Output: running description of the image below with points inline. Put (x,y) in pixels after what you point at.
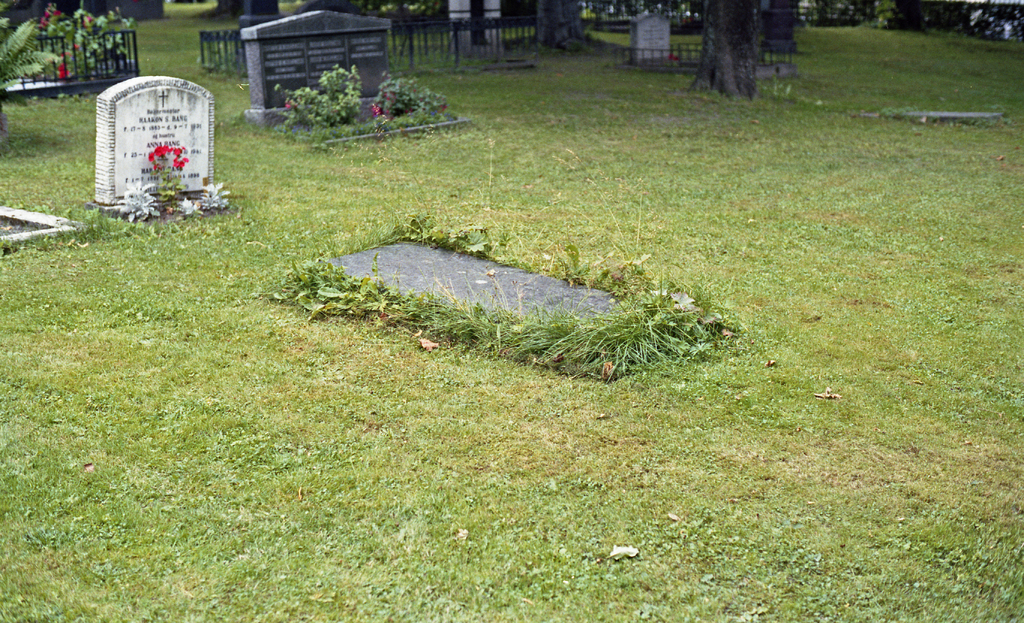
In this picture we can see few graves (123,101) on the grass (498,142), in the background (133,203) we can find few plants (169,150), fences (212,46) and trees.
